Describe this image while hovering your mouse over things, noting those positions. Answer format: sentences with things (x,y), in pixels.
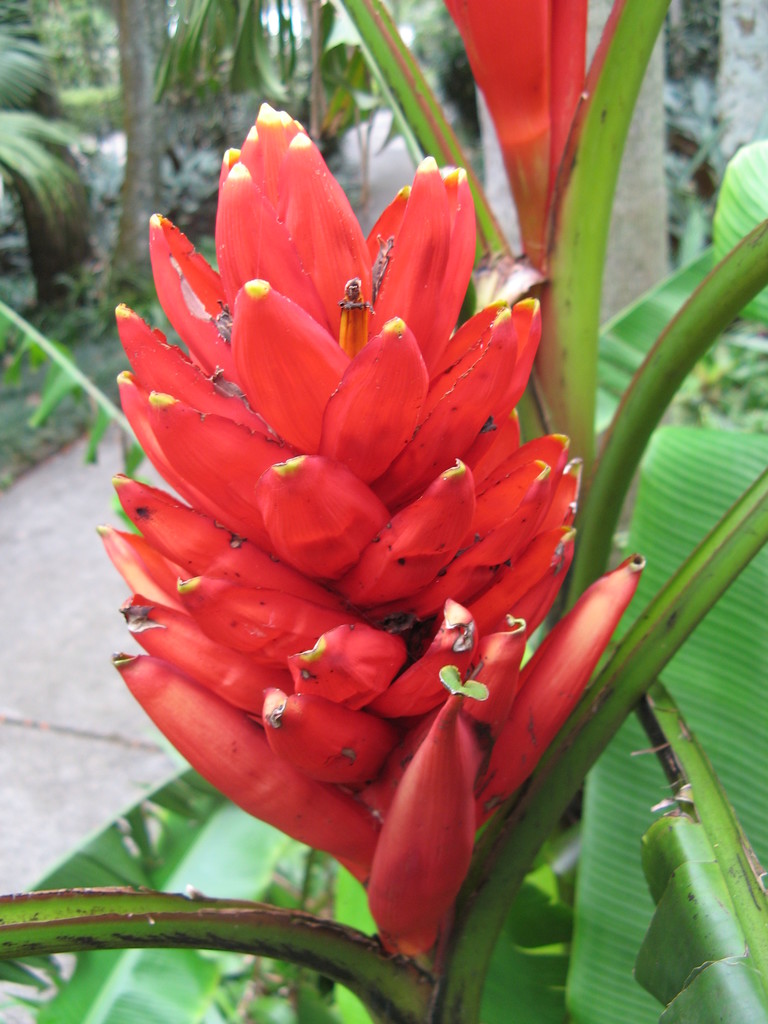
This is the flower (467,597), which is red in color. These are the leaves (609,871) and branches (658,402).
